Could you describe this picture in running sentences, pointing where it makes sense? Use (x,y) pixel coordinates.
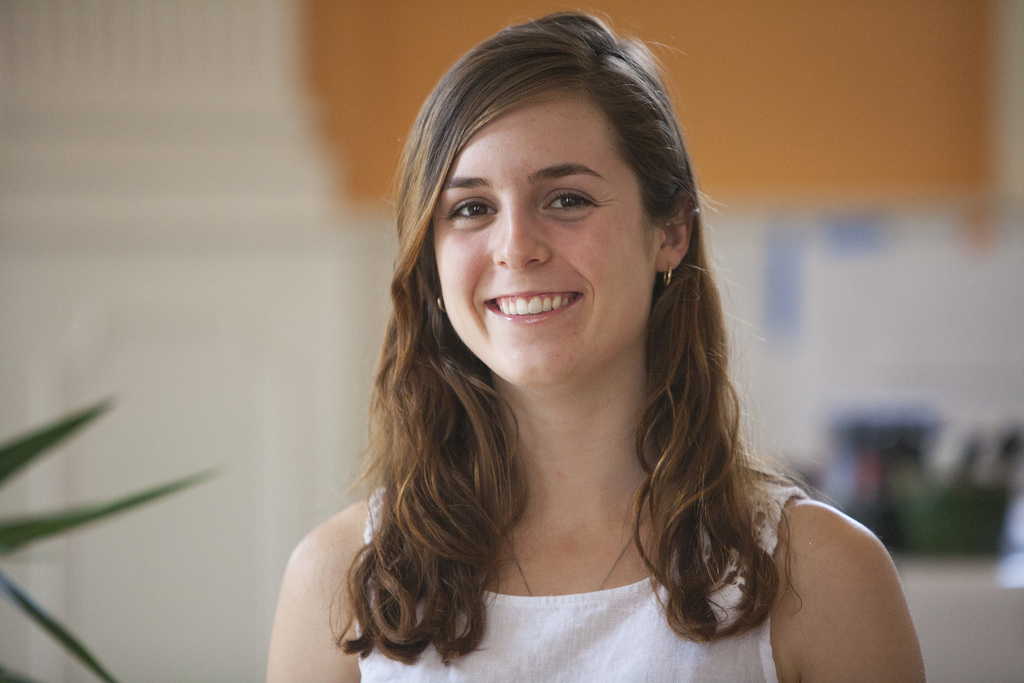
Here I can see a woman (442,527) wearing white color dress (582,609) and smiling by looking at the picture. On the left side (50,429) few leaves (1,530) are visible. The background (928,399) is blurred.
